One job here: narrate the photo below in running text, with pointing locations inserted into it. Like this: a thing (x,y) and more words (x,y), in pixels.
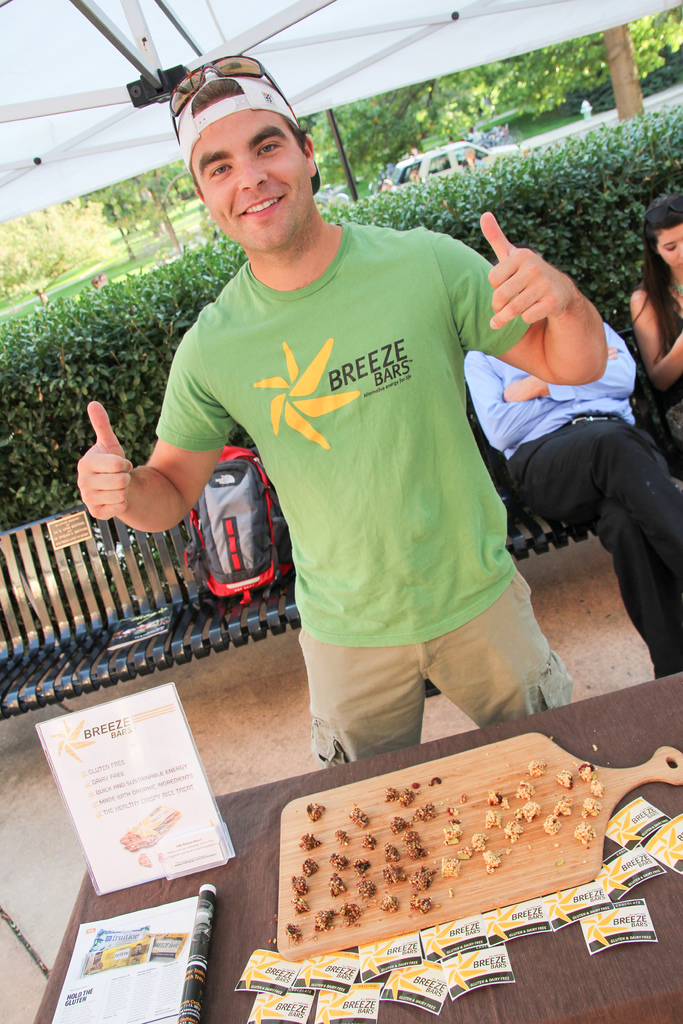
A person (346,398) in green shirt (327,375) is wearing a cap (223,100) and goggles (184,87). In front of him there is table (539,935). On the table (539,945) there is a tray (441,865), food items (390,872), notices (363,985) and a book (127,933). In the back (101,614) there is a bench (180,594). On the bench (46,635) there is a bag (238,566) two persons (559,489) are sitting. In the background (543,173) bush (492,183), tree (354,116) and a car (408,163) is there.
